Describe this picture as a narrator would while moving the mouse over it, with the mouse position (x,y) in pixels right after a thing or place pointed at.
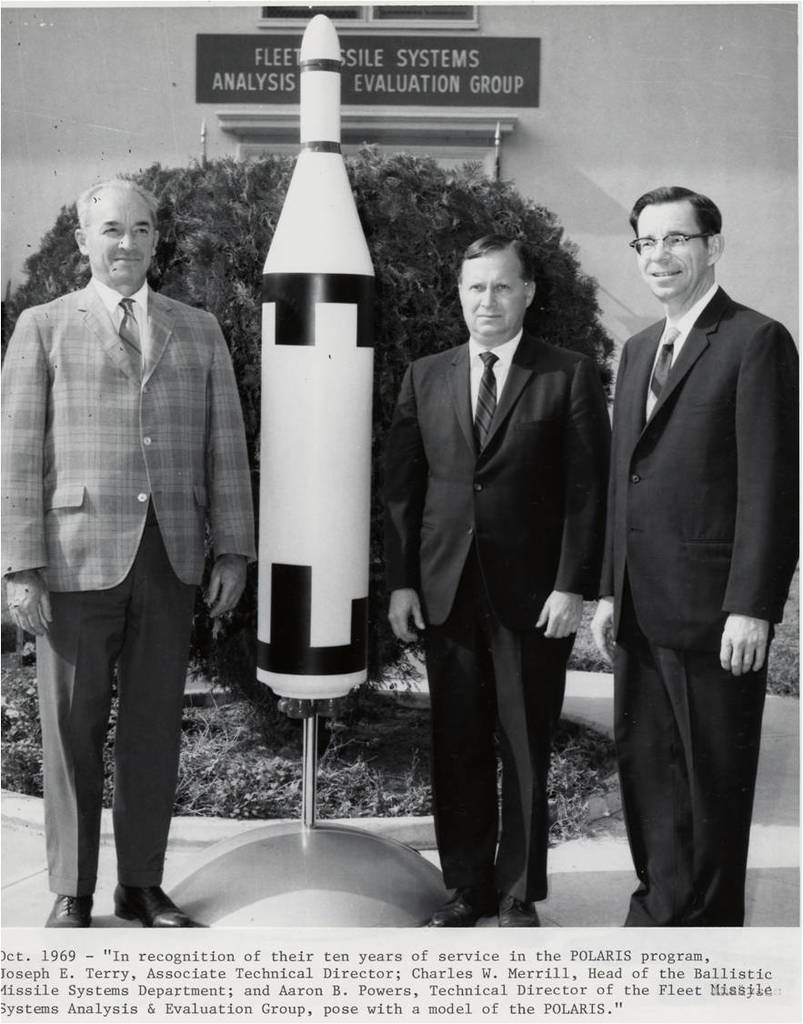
In the image there are three people (195,535) and beside one person (229,584) there is an object (355,483) in the shape of a rocket (307,494) and behind them there is a tree (258,218) and in the background (666,65) there is a wall (517,14), there is a board (227,56) attached to the wall (549,152) and there is some text (199,952) at the bottom of the image (192,989).
